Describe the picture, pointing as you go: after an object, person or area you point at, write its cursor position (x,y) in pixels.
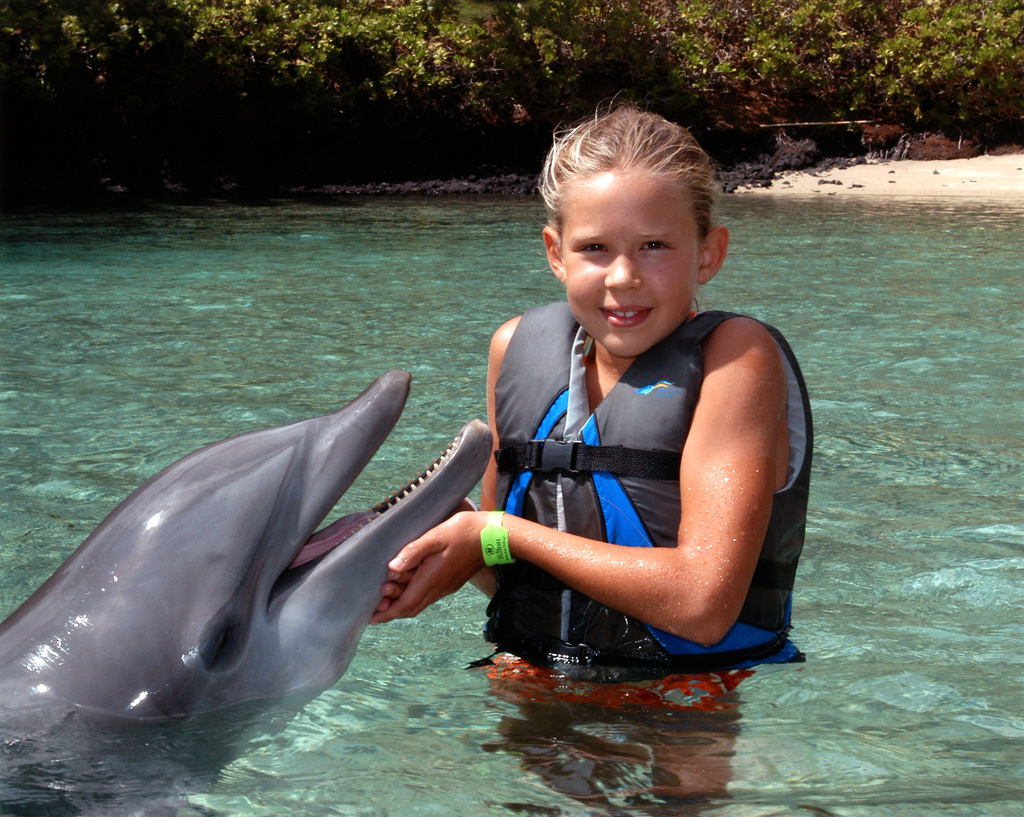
In this image we can see a girl (737,508) wearing a jacket (661,539) is standing in water (622,791) is holding a dolphin (369,568) with her hands (451,571).
